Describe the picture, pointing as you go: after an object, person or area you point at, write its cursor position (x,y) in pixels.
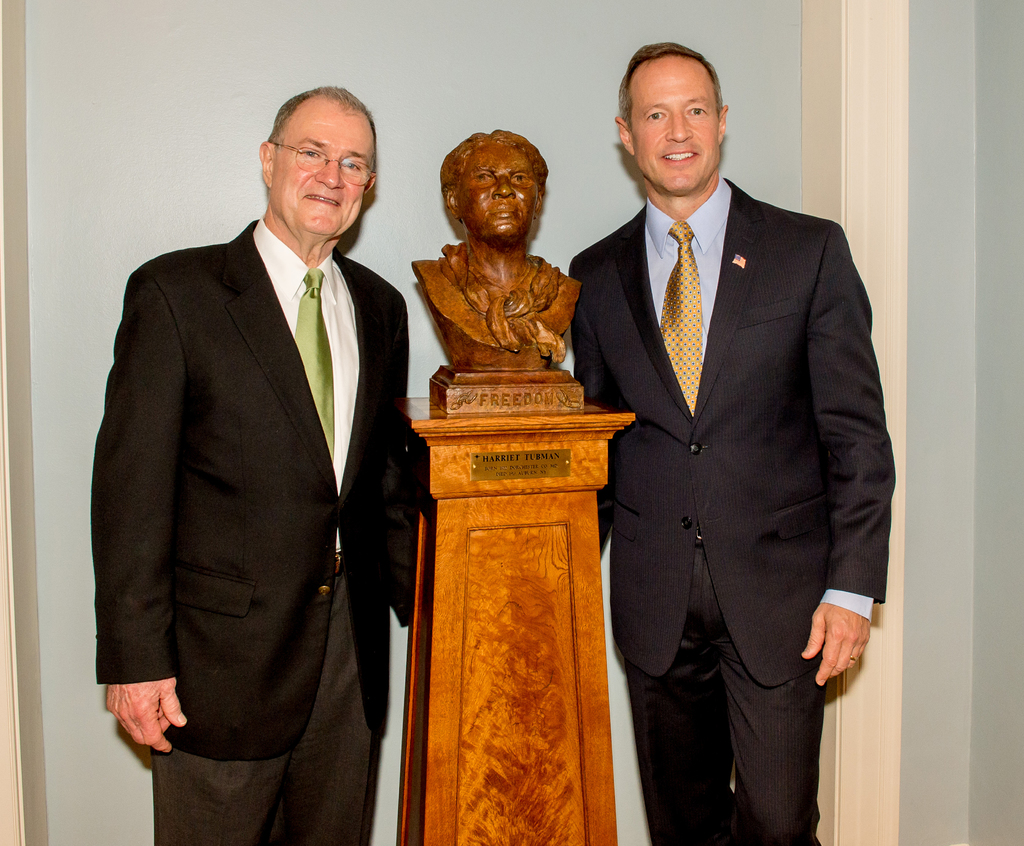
In this image, we can see two people (378,569) are standing near the sculpture (536,292) and smiling. They are in a suit (670,393). Background (520,64) there is a pale blue wall (505,64).
